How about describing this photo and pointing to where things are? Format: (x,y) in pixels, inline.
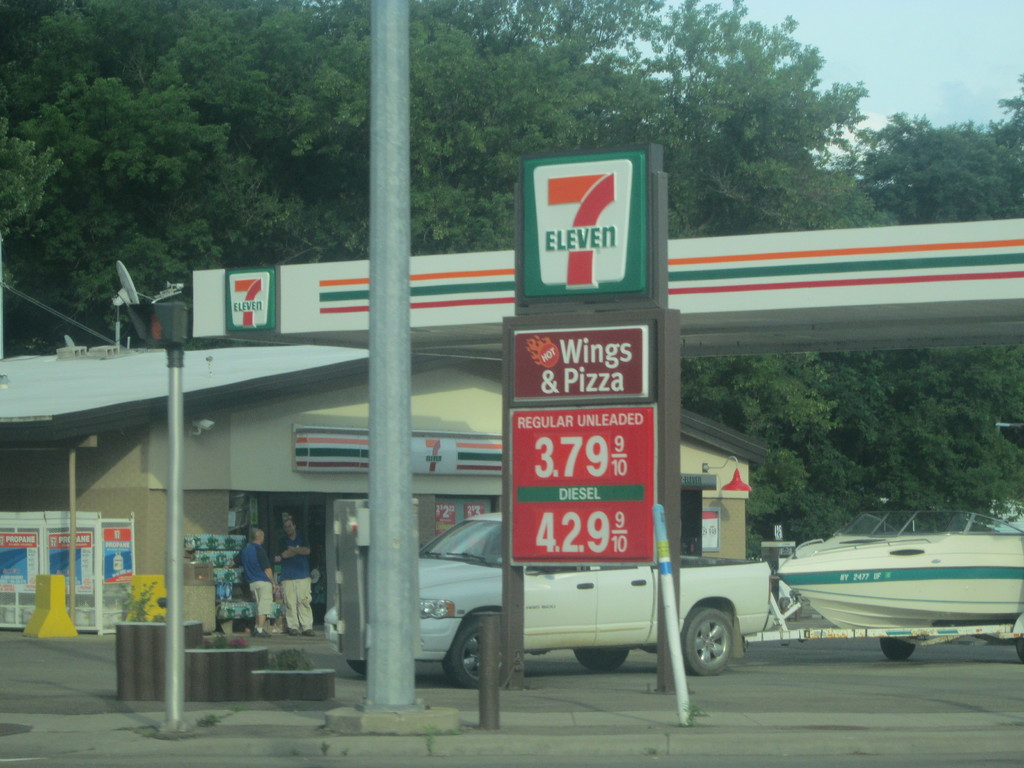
This picture is clicked outside the city. In the middle of the picture (580,397), we see boards (578,288) in white, green, maroon and red color. We see some text (568,496) written on it. Beside that, we see a long pole (396,481). Beside that, we see a small pole (178,667). Behind the board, we see a vehicle (572,586) in white color is parked. Behind that, we see two people (305,590) are standing. Behind them, we see a shop (356,491) or a building (260,468) with white and black color roof (733,442). On the left side (105,546), we see yellow color stoppers (59,595) and white color banners (69,561) or boards (33,557). There are trees (104,252) in the background (329,225). In the right top of the picture (918,51), we see the sky (838,66).
